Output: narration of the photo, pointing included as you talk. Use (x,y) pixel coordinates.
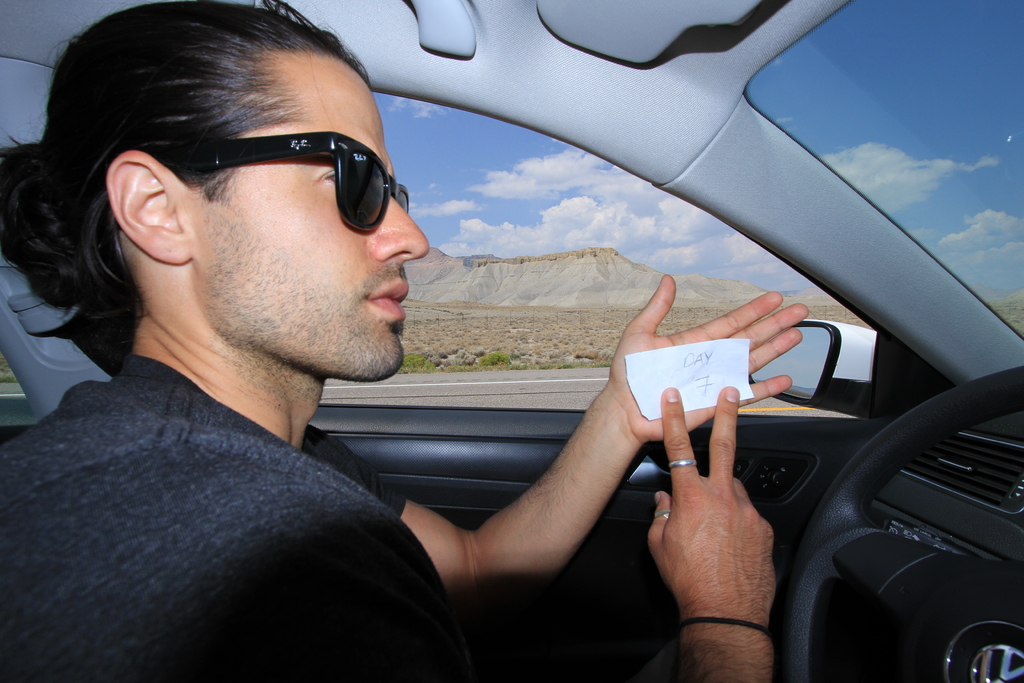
In this image I can see a man (208,312) is sitting in a car (901,433). I can also see he is holding a paper (646,388) and wearing a sunglasses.
